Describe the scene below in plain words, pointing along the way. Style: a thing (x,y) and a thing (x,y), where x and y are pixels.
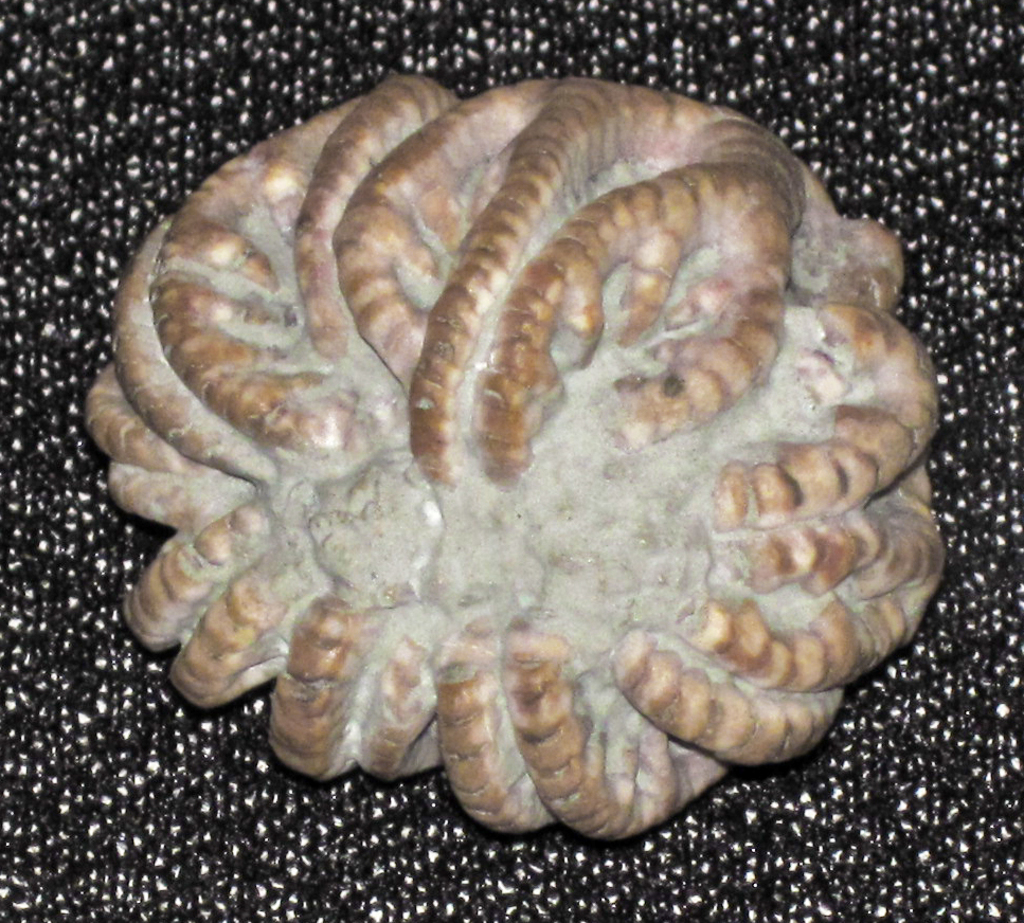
In the image we can see an item (657,150).
